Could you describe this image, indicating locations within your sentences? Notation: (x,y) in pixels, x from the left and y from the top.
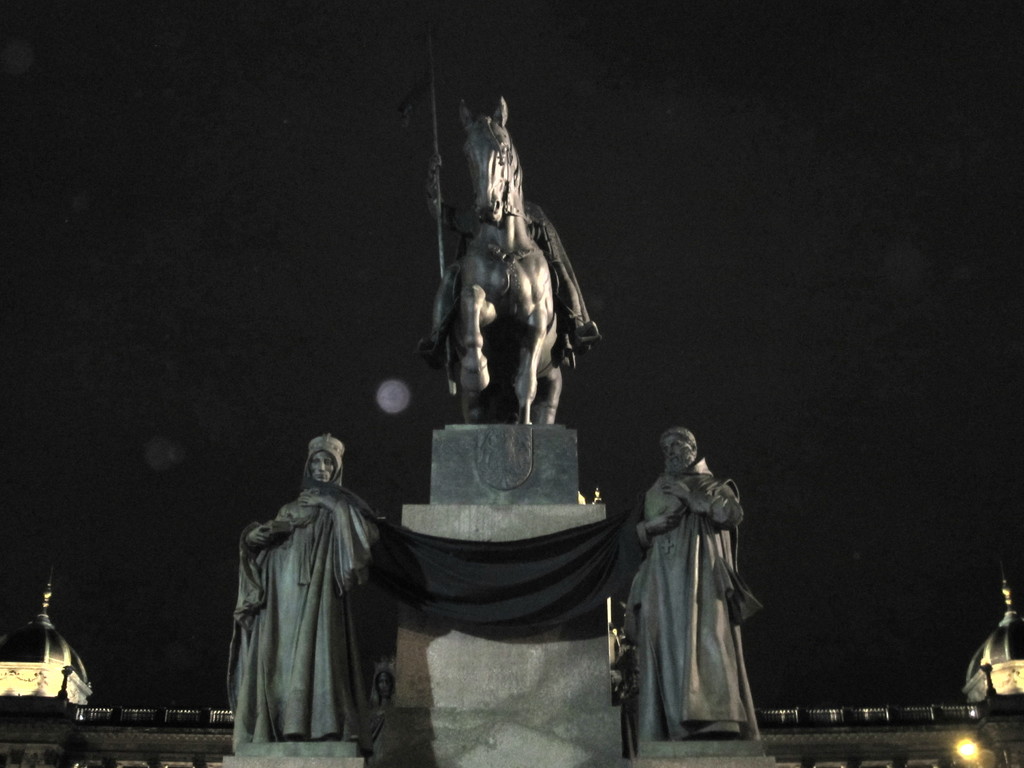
Here we can see sculptures (282,754) and a light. There is a dark background (772,374).
